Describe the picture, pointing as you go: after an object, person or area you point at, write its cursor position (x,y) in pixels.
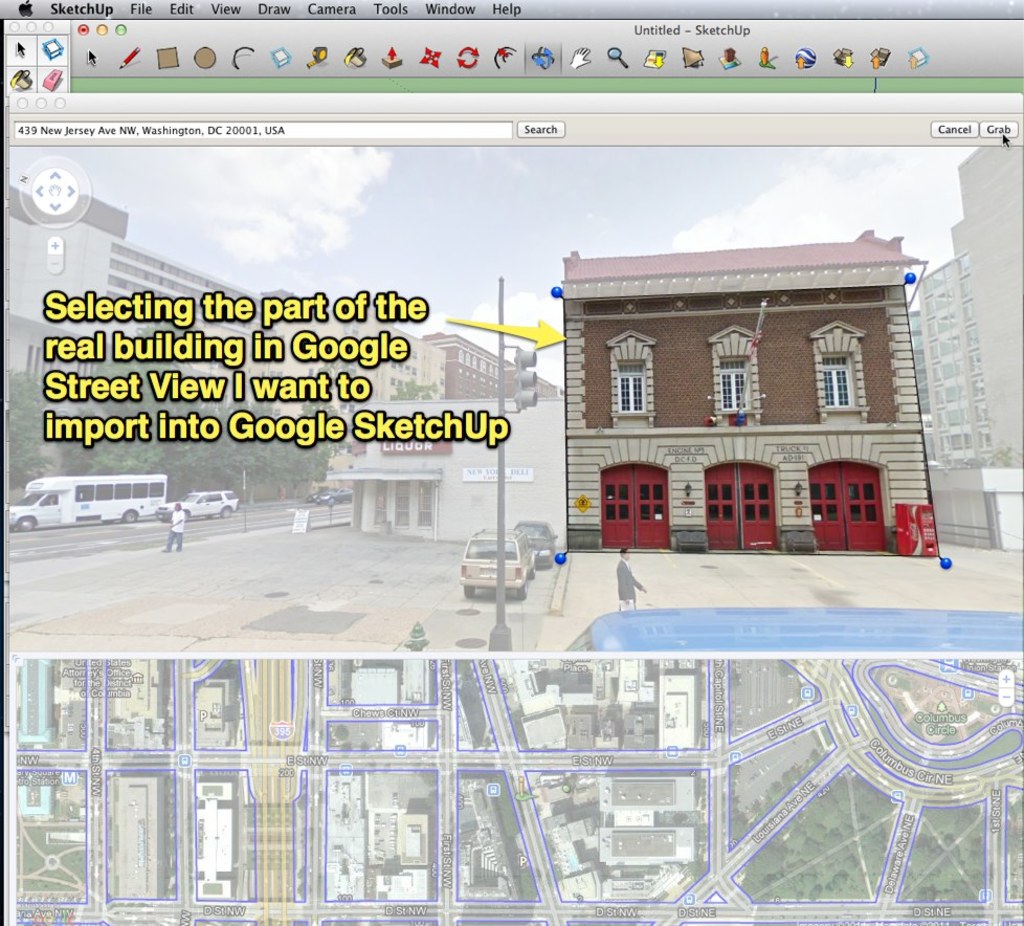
This image is a screenshot. On the right side of the image (822,493) there is a building (713,517). On the left side (202,345) there is a text (141,420). At the bottom (586,677) we can see aerial view (540,834).
